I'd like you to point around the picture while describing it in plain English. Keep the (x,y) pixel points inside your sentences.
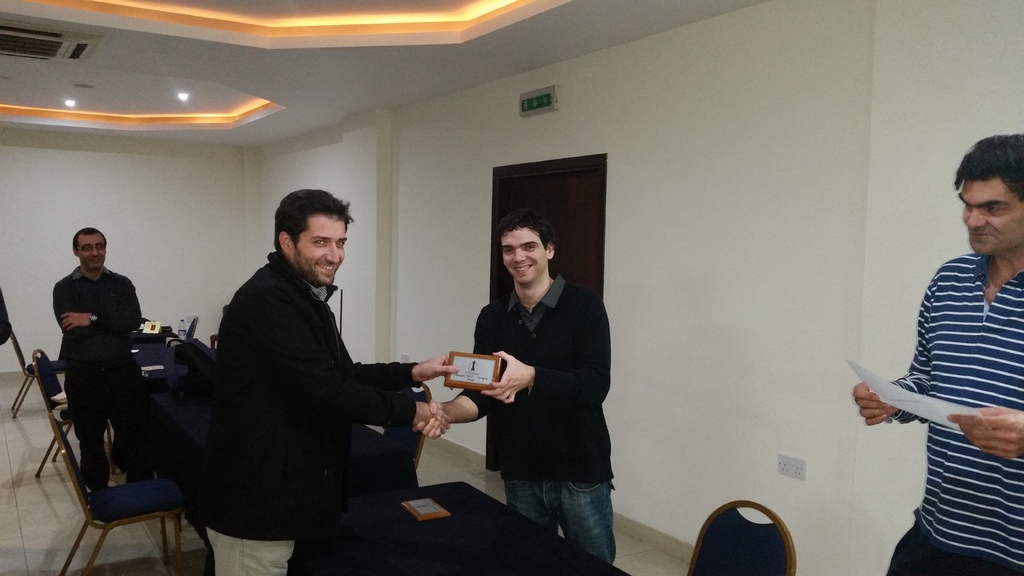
In this image there are tables (163,381), there are objects (181,375) on the table (162,349), there is a table (451,533) truncated towards the bottom of the image (466,536), there are chairs (59,441), there is a chair (84,523) truncated towards the bottom of the image (744,533), there are persons (304,346) standing, they are holding an object (474,370), there is a person (982,292) truncated towards the right of the image (996,282), there is a wall (931,179) truncated towards the right of the image (896,117), there is a wall (52,215) truncated towards the left of the image (19,219), there are objects (548,104) on the wall (526,120), there are lights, there is a roof (180,87) truncated towards the top of the image (308,37).
